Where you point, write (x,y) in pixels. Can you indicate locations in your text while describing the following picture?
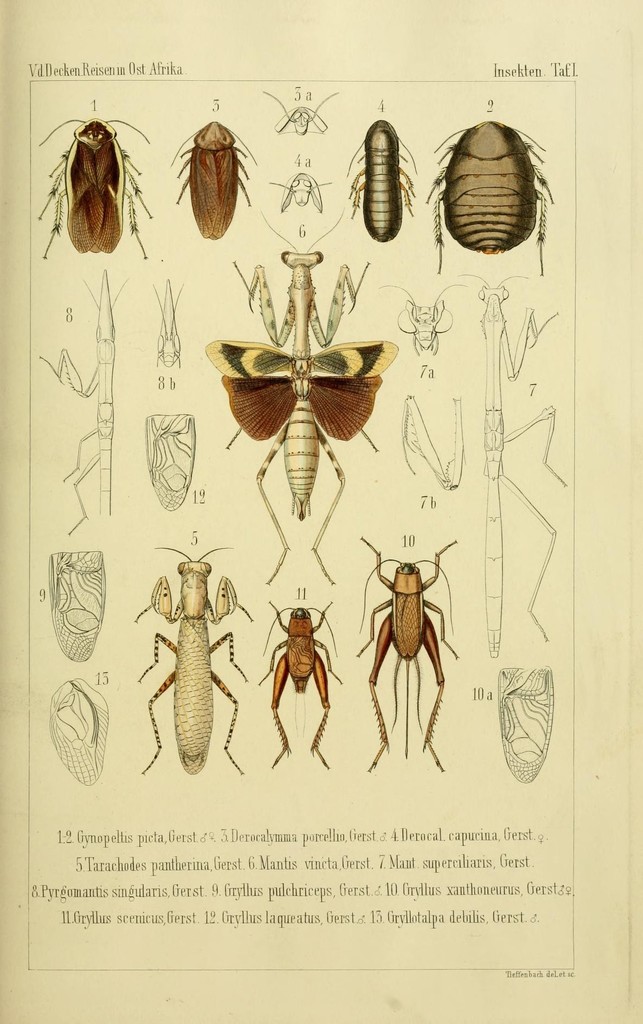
In this image there is a poster (306,634) having few pictures (194,180) of insects (303,634) and some text (389,889) are on it. There are few insect images (251,427) on the poster (255,795). Bottom of the image (250,913) there is some text (195,896).
